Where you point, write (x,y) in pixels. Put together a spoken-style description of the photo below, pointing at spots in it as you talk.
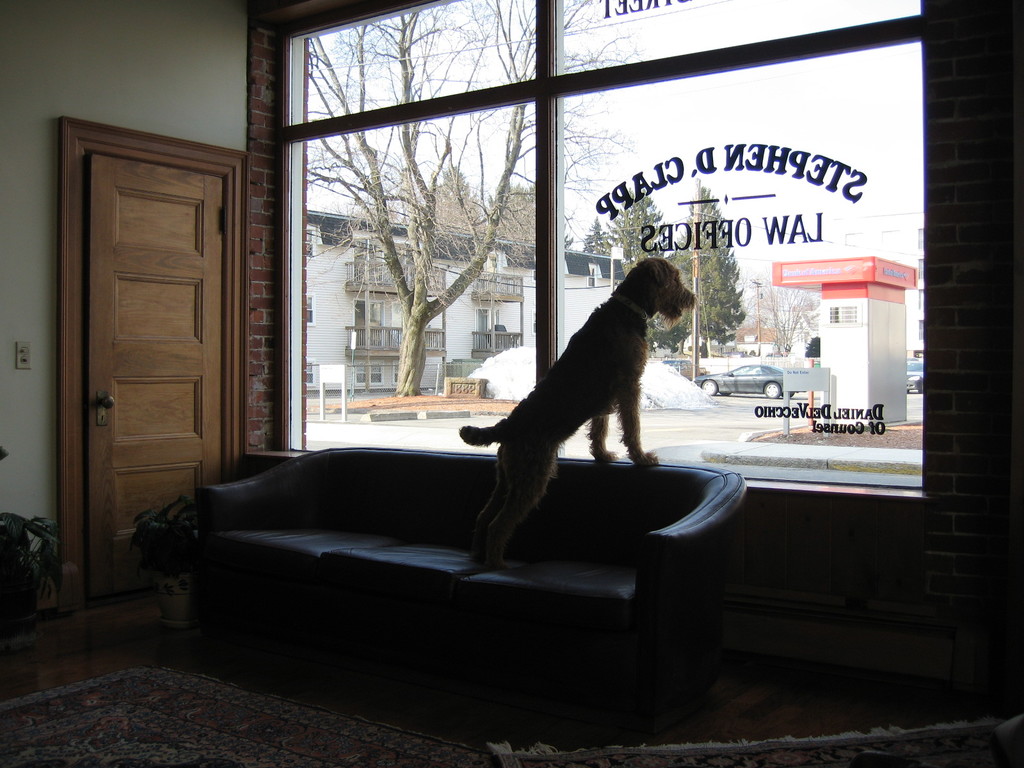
This is a picture of the inside of the law office (286,339) in this image there is one couch (386,511) on that couch (540,525) one dog (513,511) is there on the floor (94,673) there is carpet (148,701) on the right side of the image (685,129) there is one window (448,184) and on the left side (112,219) there is one door (120,200) and wall (121,56) and in the middle of the image (432,303) there is one tree (429,237) and in the background (504,289) there are houses (530,292) and car (762,380) and road (696,421) are there and some sand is there on the left side of the image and in the middle of the image (509,363) there is snow (497,380) and on the top of the image (651,38) there is sky (727,96).
